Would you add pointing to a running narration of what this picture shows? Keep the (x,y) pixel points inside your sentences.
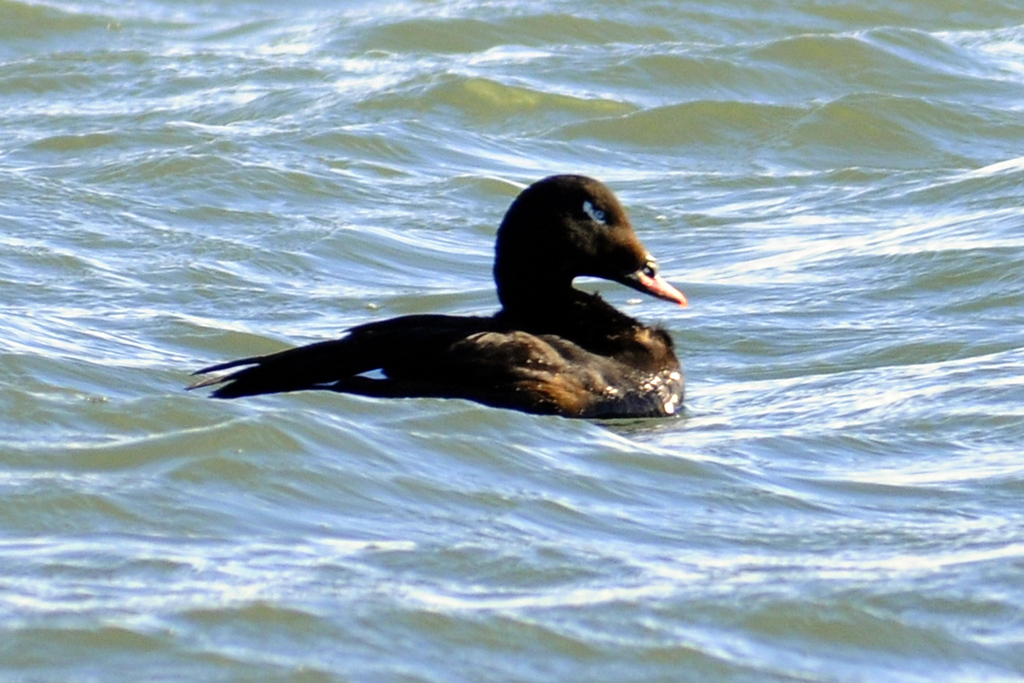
In this image, in the middle (353,348), we can see a bird (574,266) swimming in the water (631,456). In the background (1016,213), we can see a water (632,493).
